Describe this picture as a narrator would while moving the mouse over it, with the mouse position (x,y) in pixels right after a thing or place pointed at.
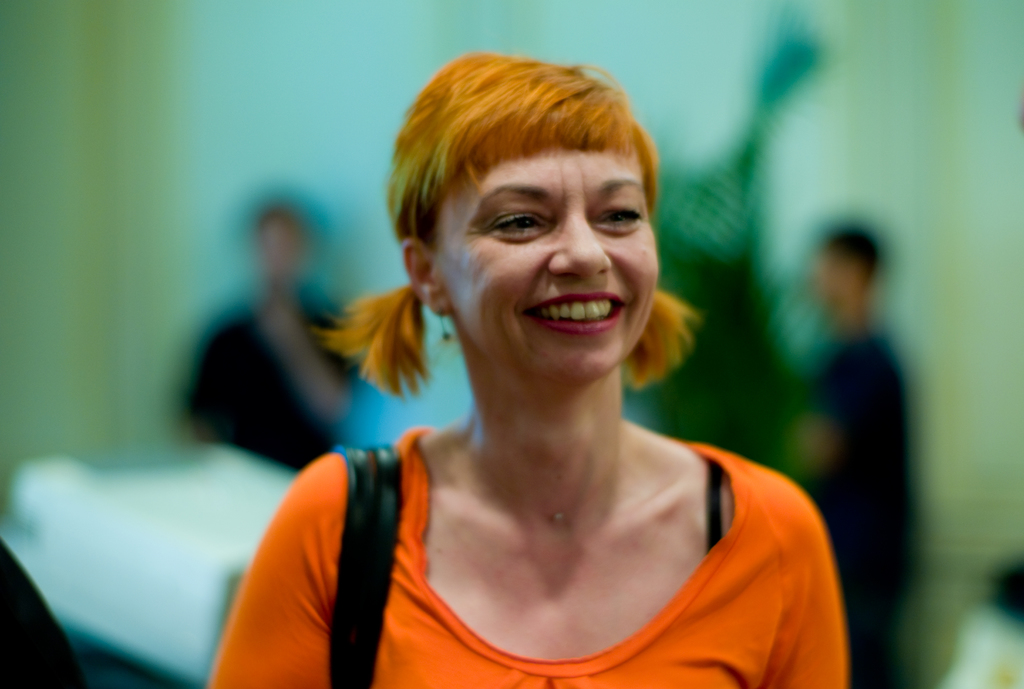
There is a woman (651,469) smiling and background (1014,213) it is blurry.
